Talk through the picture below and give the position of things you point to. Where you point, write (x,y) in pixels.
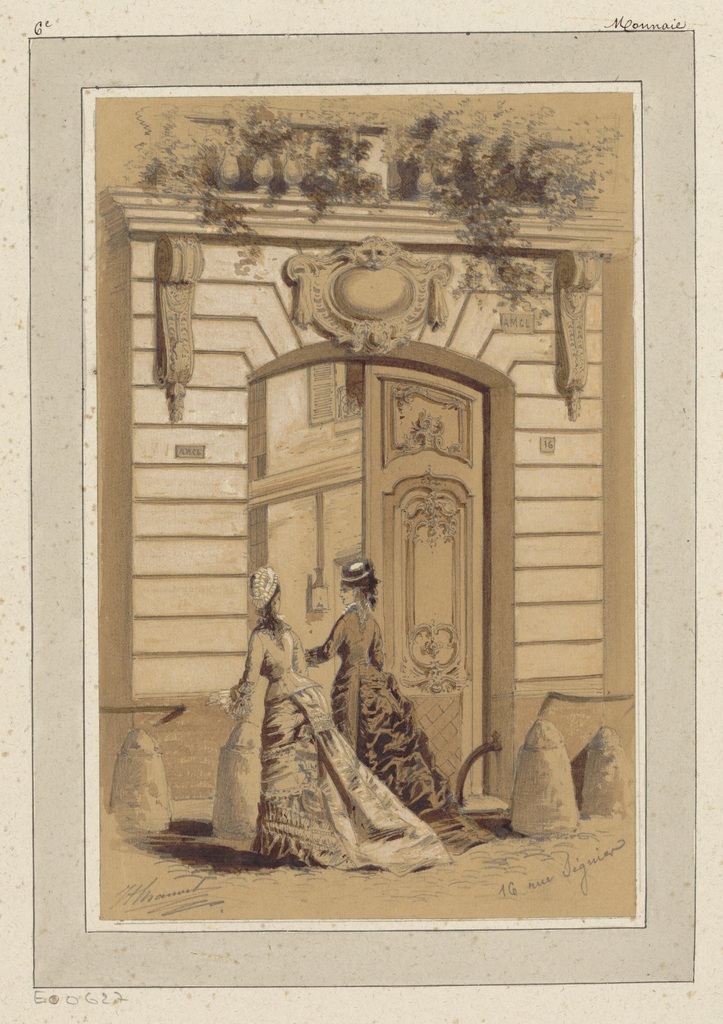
This image consists of a painting (144,673) of a building (393,347). In front of this building (210,468) there are two women (360,669) walking. At the bottom of this painting (321,888) there is some text (551,876).
